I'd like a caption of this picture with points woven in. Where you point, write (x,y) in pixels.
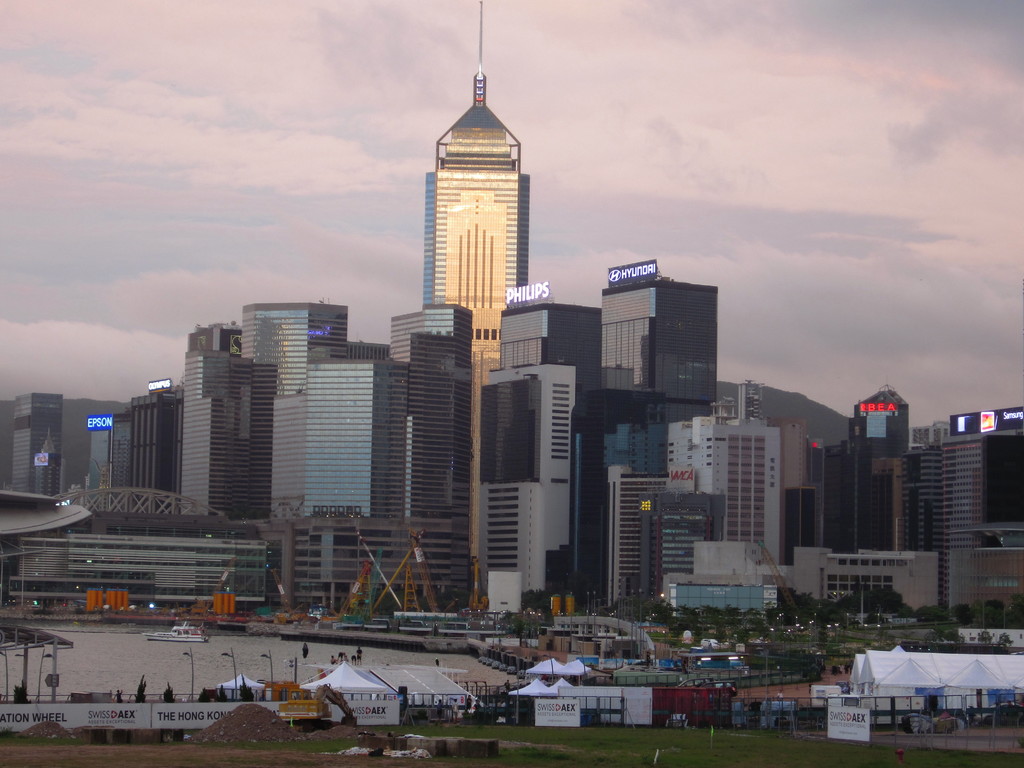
In this image, we can see so many buildings (421,441), few hoardings (1013,418). At the bottom (781,745), there is a grass (735,760), water (97,678), boat (179,640), some tents (1006,688), poles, trees (710,633), few vehicles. Background (812,416) we can see a mountain (793,407). Top of the image (800,237), there is a cloudy sky (577,216).
